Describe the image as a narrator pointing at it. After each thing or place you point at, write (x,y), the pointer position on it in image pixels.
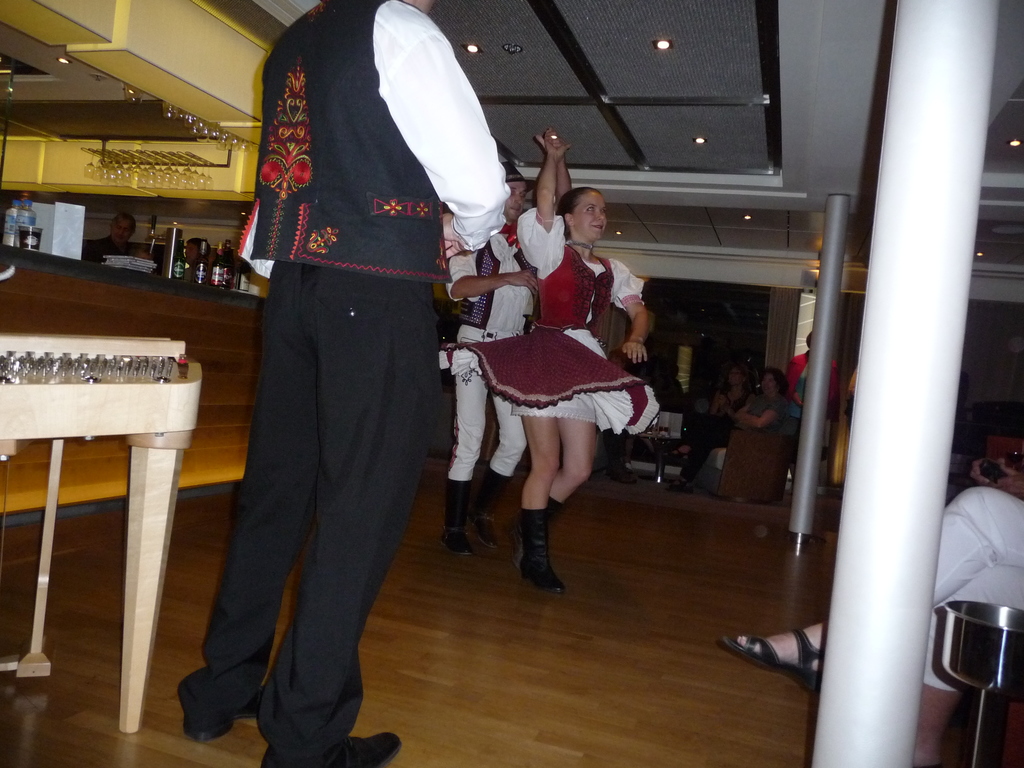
In this picture we can see a man (360,501) is standing on the floor (837,532) and in front of the man (389,468) there are two people (518,371) dancing and other people (695,424) are sitting on chairs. Behind the people (278,261) there are bottles (200,259), glasses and other things (73,245) on the cabinet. There are ceiling lights (658,45) on the top (473,48).
